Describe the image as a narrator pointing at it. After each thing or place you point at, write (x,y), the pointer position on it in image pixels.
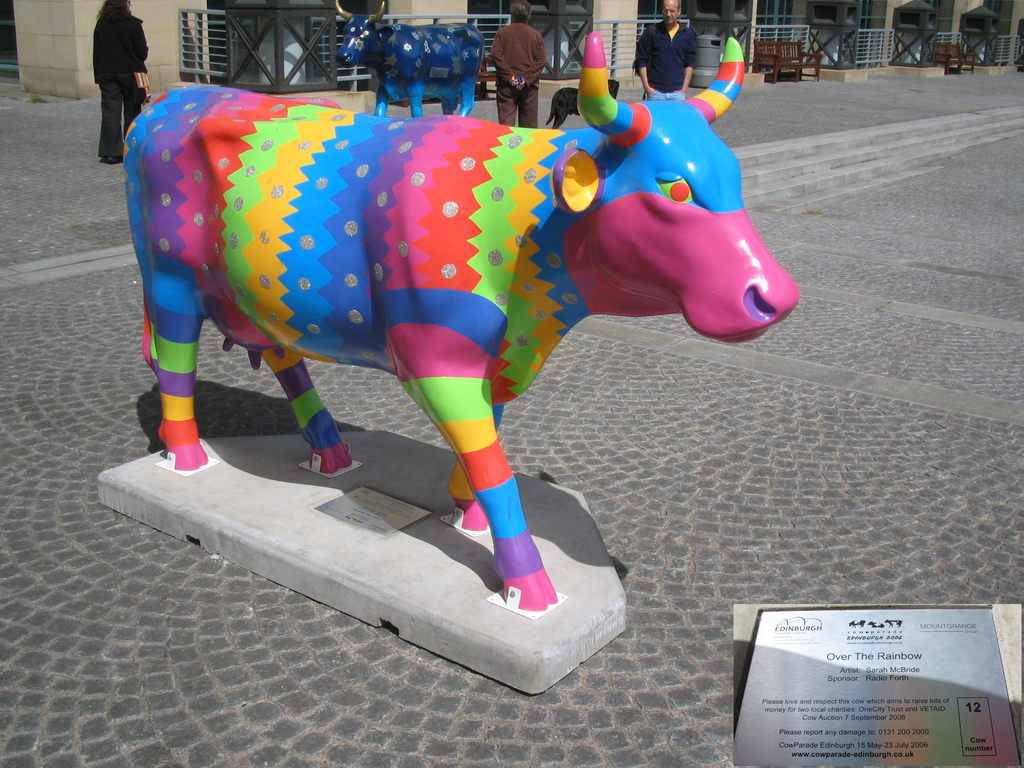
In this image, we can see statues (464,258). There are three persons (666,32) standing and wearing clothes (685,28). There is a dog (565,97) on the footpath (750,119). There are grills (632,46) at the top of the image (950,33). There are benches (807,67) in the top right of the image (963,56). There is an another picture (992,738) in the bottom right of the image (968,709).
